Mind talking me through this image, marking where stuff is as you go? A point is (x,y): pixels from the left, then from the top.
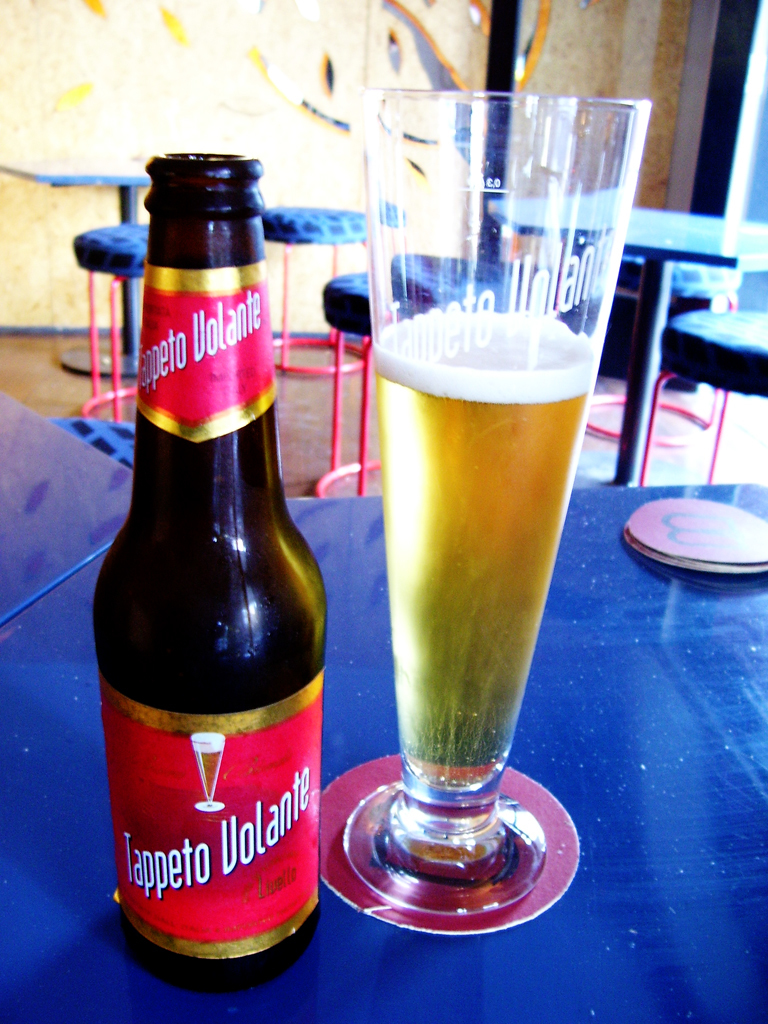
In this image I can see a beer bottle (141,577) and the glass (496,396) filled with beer (439,496) and it is on the table (57,768). In the background (284,65) I can see some chairs (332,281) and the wall (180,39).
